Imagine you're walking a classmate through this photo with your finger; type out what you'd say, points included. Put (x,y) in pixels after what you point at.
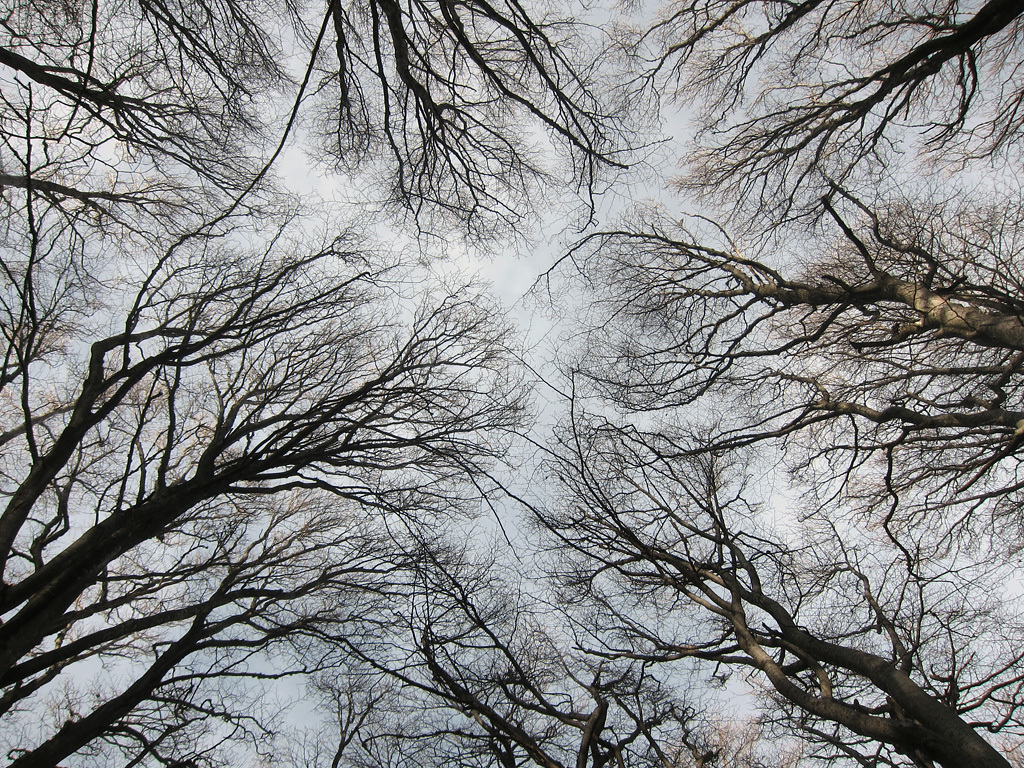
The picture consists of trees (410,441). In the background (231,255) it is sky (592,265).
